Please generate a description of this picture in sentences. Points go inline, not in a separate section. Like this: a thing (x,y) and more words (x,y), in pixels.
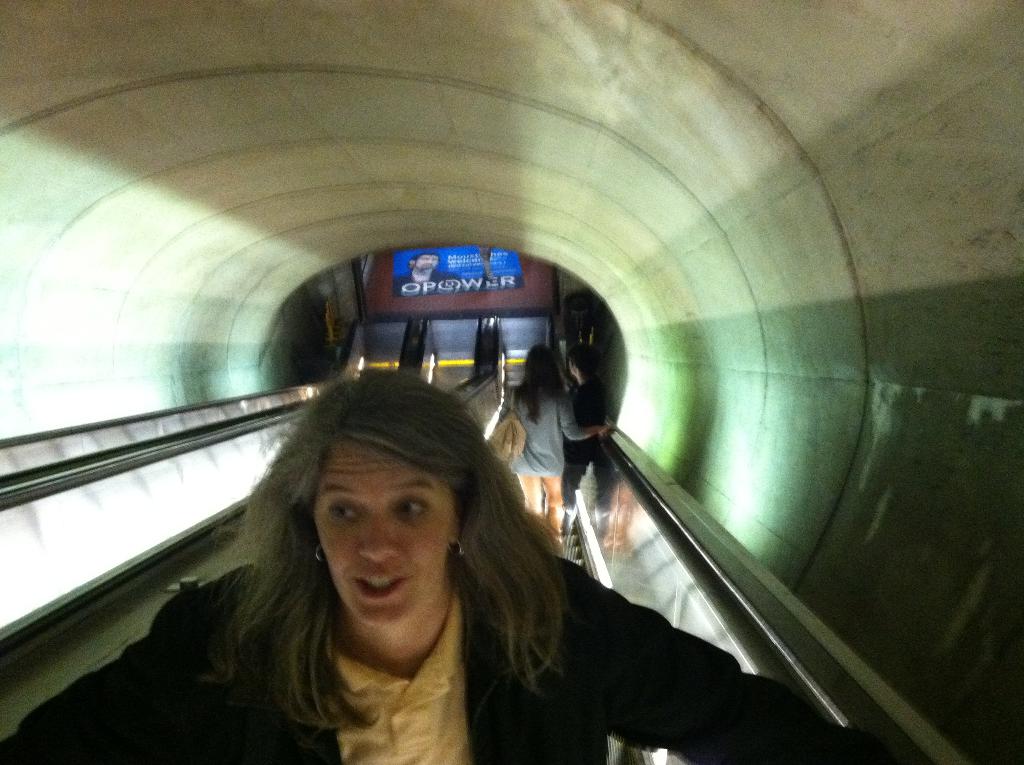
In this image we can see people (540,598) standing on the escalator (86,652). At the top of the image (150,31) there is ceiling (107,142). In the background of the image (496,264) there is a advertisement board (408,278) with some text (466,256) and depiction of a person (431,254) on it.
